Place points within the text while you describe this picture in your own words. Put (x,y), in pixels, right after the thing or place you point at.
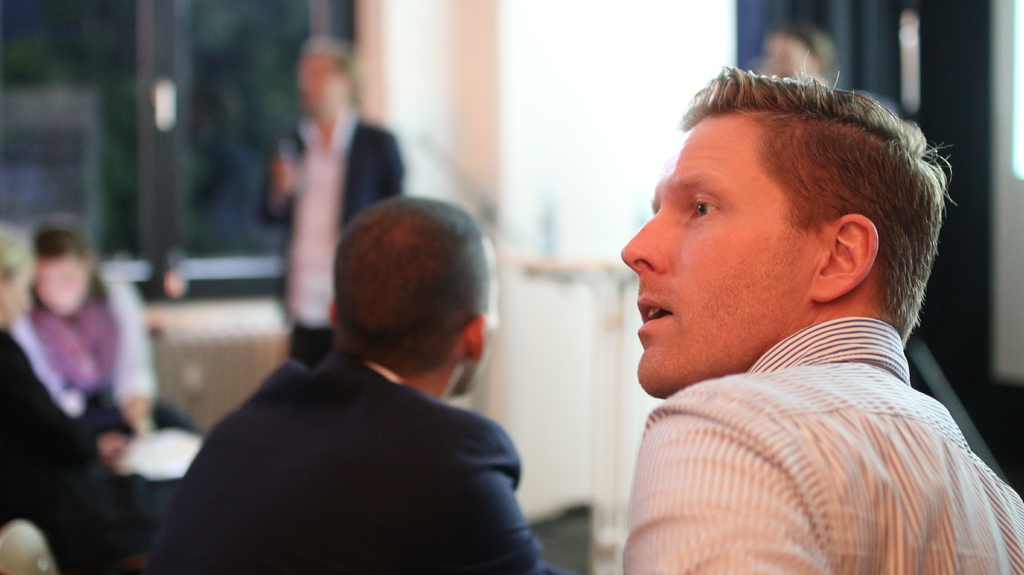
This is the picture of a person (737,452) and also we can see some other people (69,488) to the side.
